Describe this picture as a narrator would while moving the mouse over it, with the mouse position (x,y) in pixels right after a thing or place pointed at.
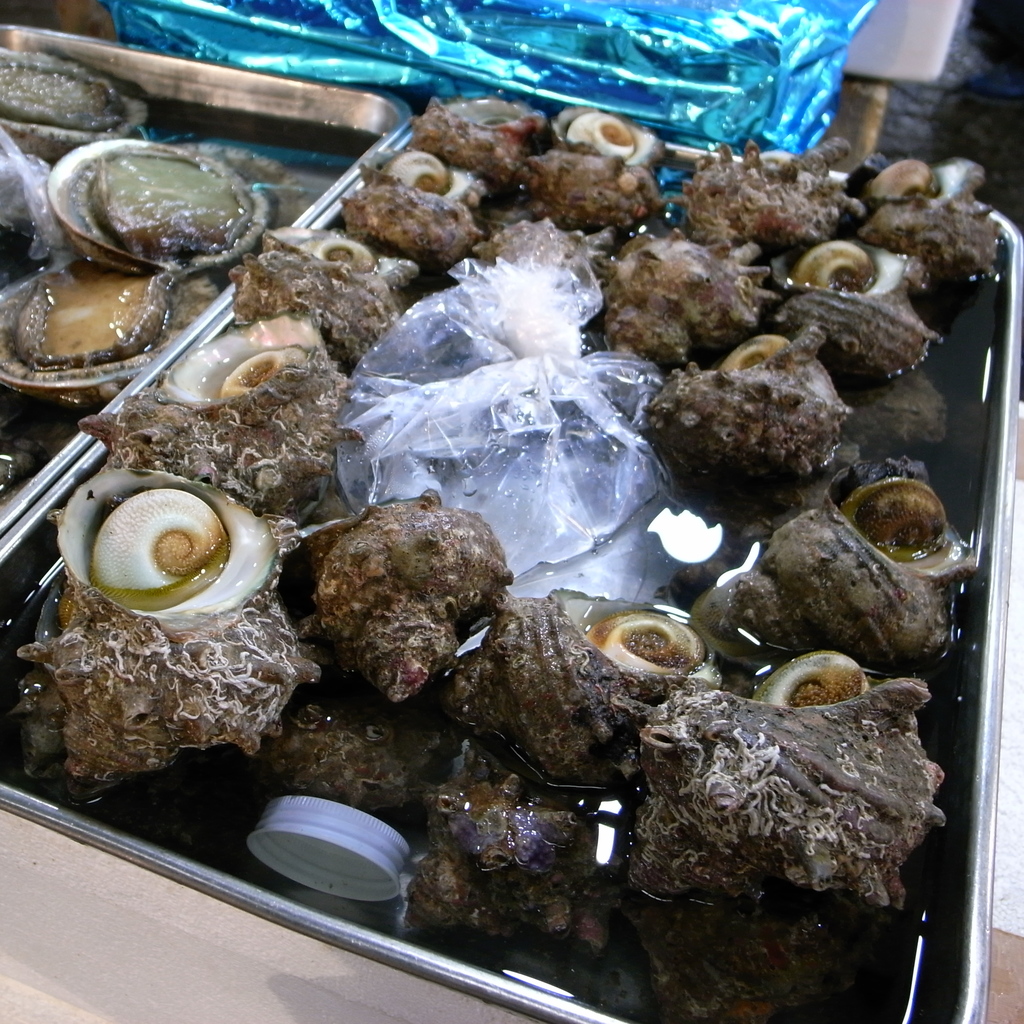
In this image, we can see sea shells (284,688) placed in the tray (332,662).
